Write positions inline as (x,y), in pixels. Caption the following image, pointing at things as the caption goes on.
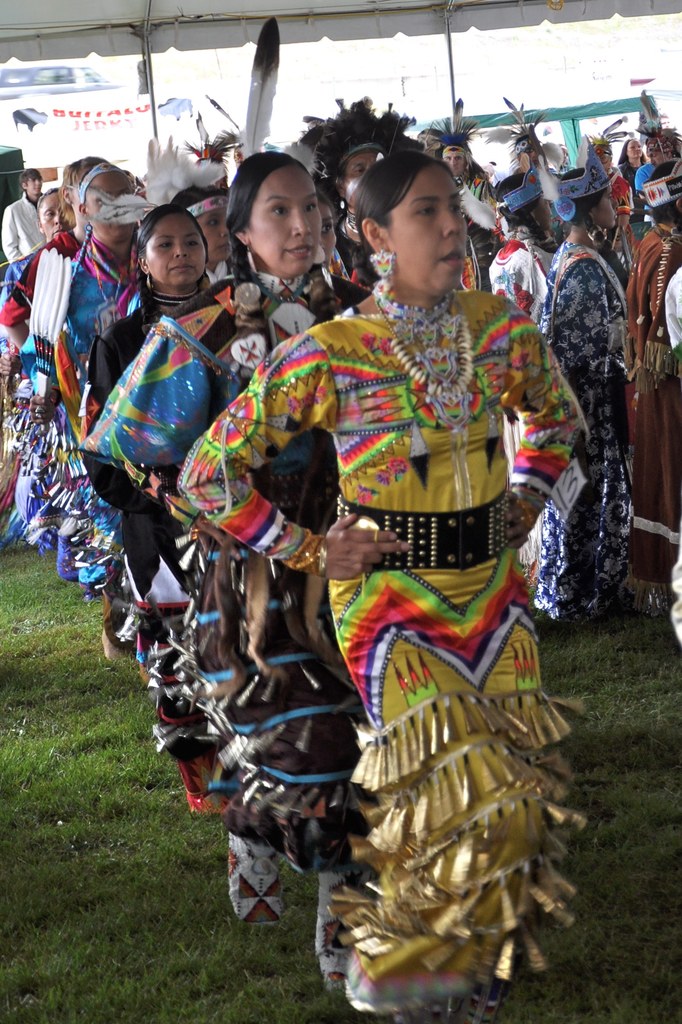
In this image, we can see a group of people (359,708). Few are walking and standing on the grass (166,892). Top of the image (84,122), we can see poles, tent (321,27), banners (104,105) and vehicle (79,81).
